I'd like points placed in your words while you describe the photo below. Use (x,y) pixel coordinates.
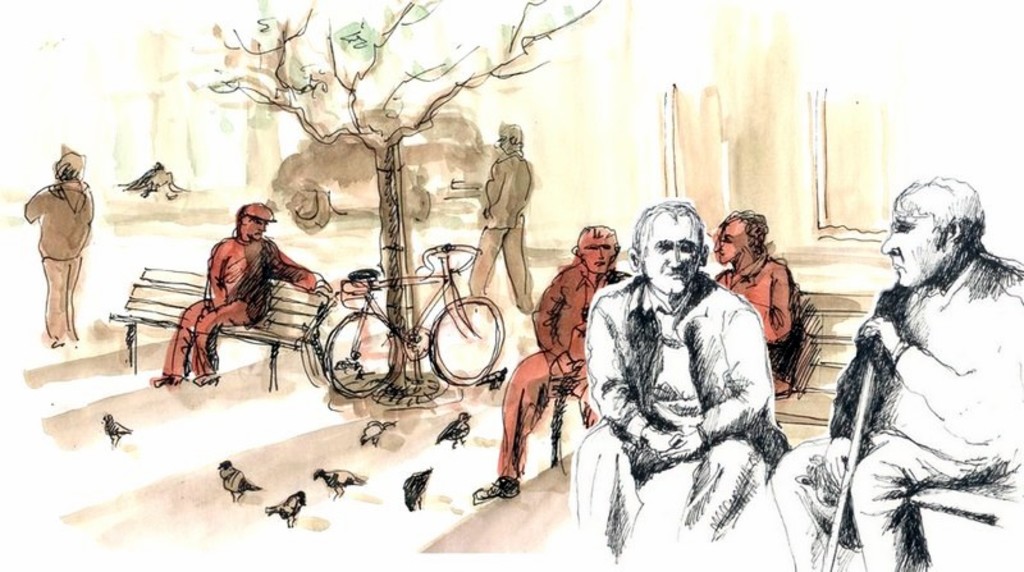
This is the drawing image in which there are persons (235,283) sitting and standing and there are birds (329,474), there is a bicycle (387,319) and a tree (390,129).
